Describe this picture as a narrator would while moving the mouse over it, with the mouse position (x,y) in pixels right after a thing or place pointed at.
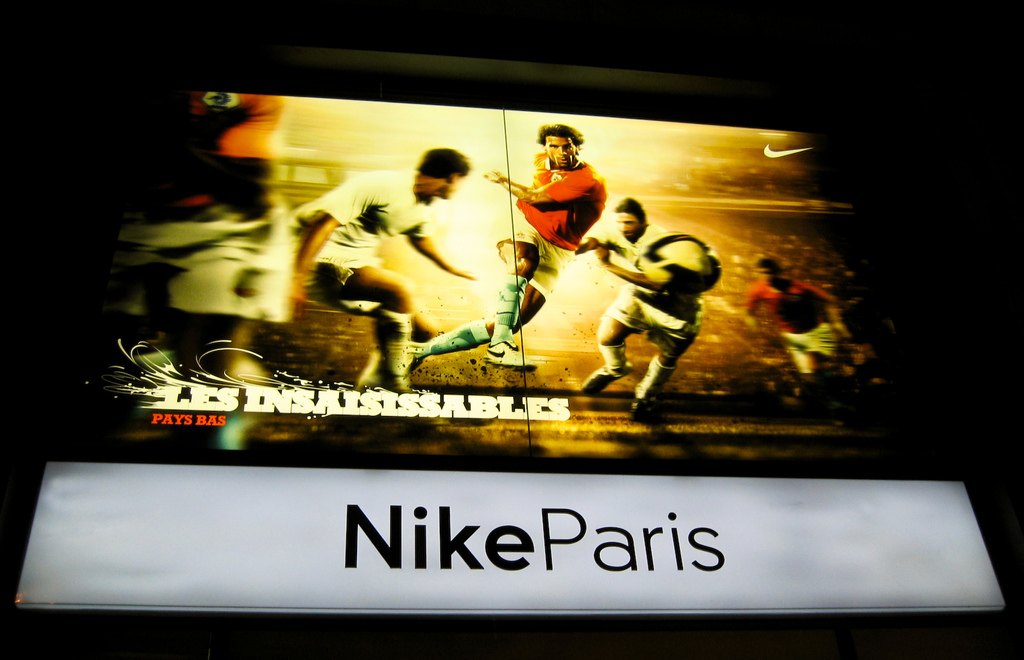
In this picture I can see the screen (392,307). I can see people (518,282) and text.
